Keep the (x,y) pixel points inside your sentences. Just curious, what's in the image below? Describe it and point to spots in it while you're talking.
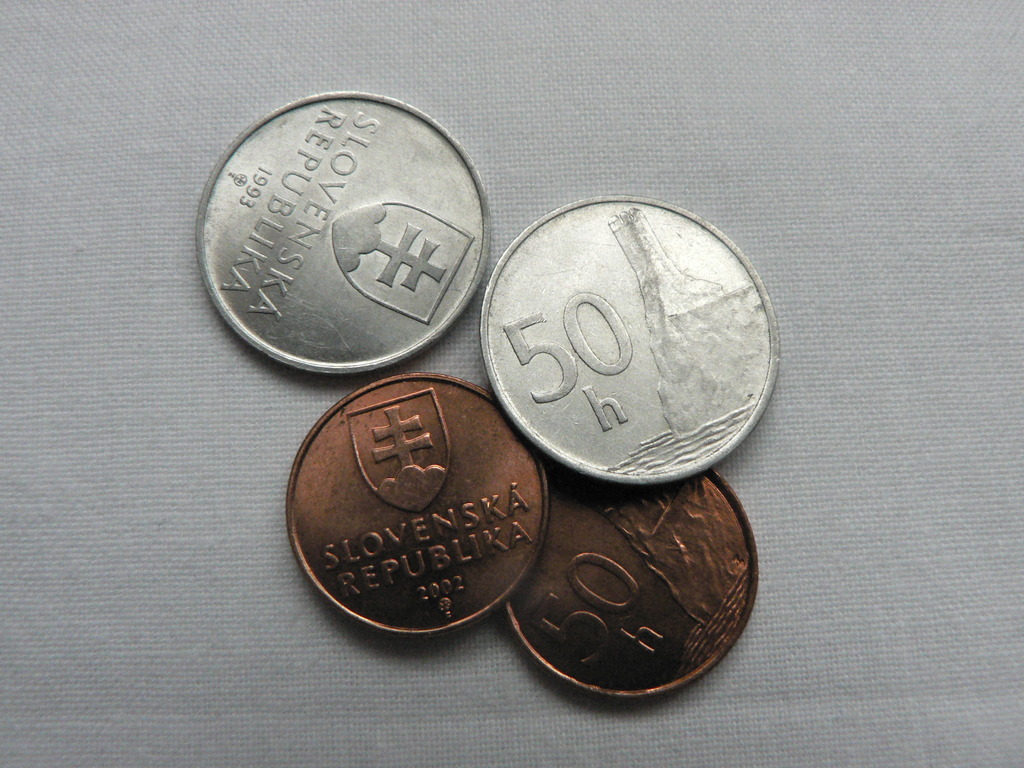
In this image I can see four coins (507,464) visible on white color cloth (177,507).
